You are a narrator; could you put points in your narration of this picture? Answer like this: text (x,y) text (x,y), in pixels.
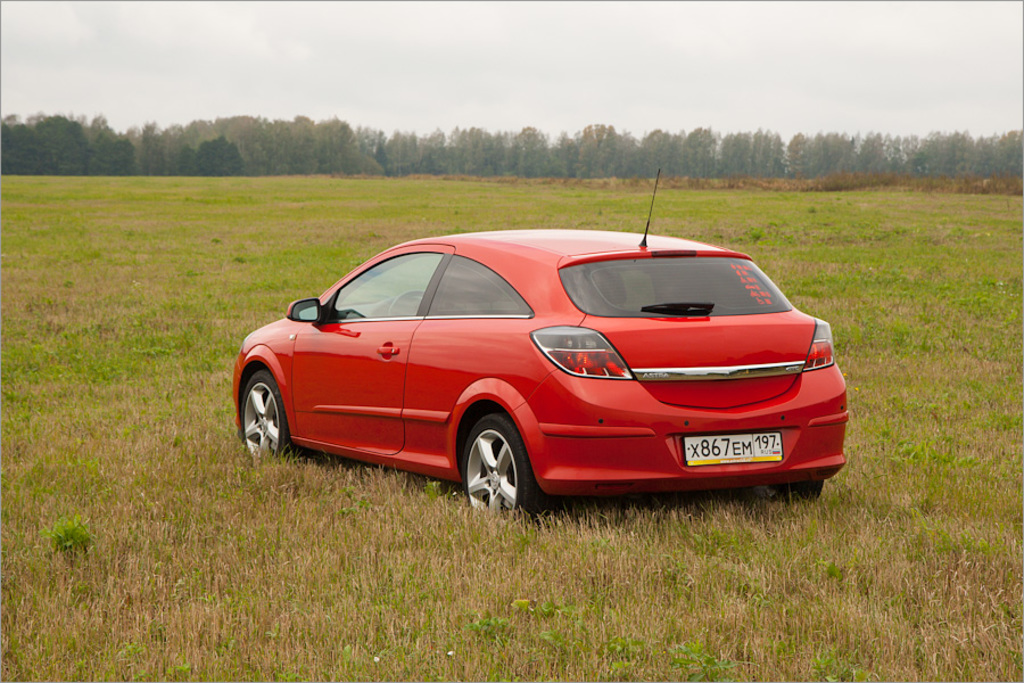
In this image, we can see some trees (889,148) and grass (268,479). There is a car (646,238) in the middle of the image (566,402). There is a sky (452,43) at the top of the image (415,108).
